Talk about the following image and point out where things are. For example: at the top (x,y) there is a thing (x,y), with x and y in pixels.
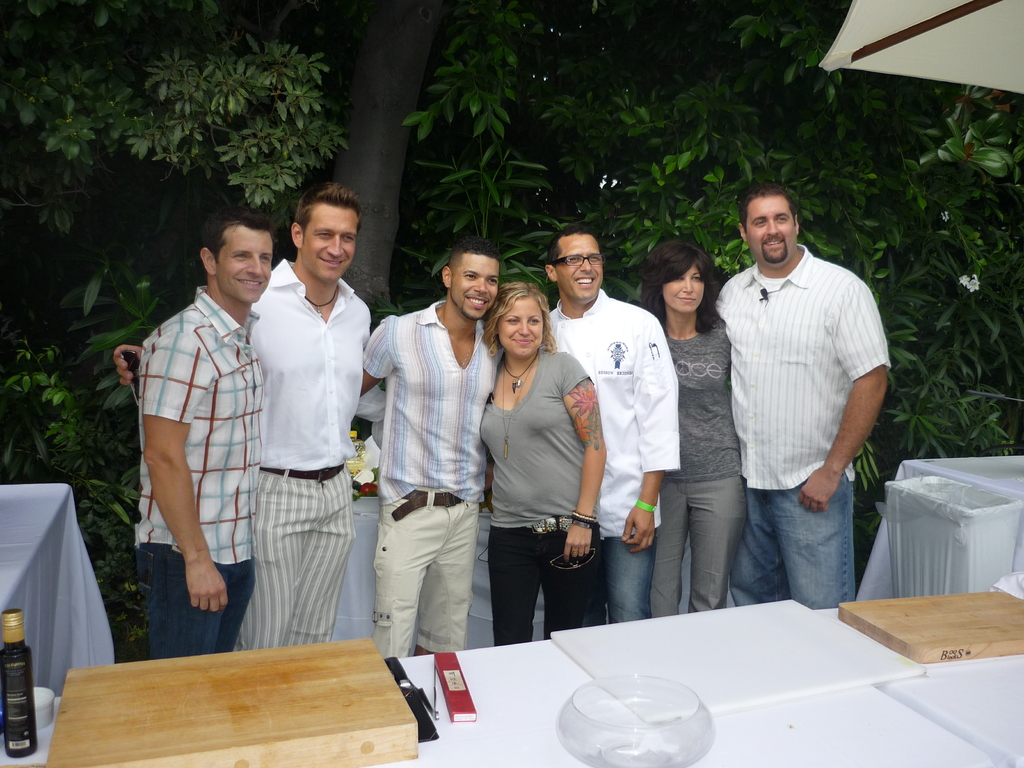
As we can see in the image there are trees (411,63), few people (473,409) standing over here and a table (755,738). On table (732,740) there is a bottle (7,716).
